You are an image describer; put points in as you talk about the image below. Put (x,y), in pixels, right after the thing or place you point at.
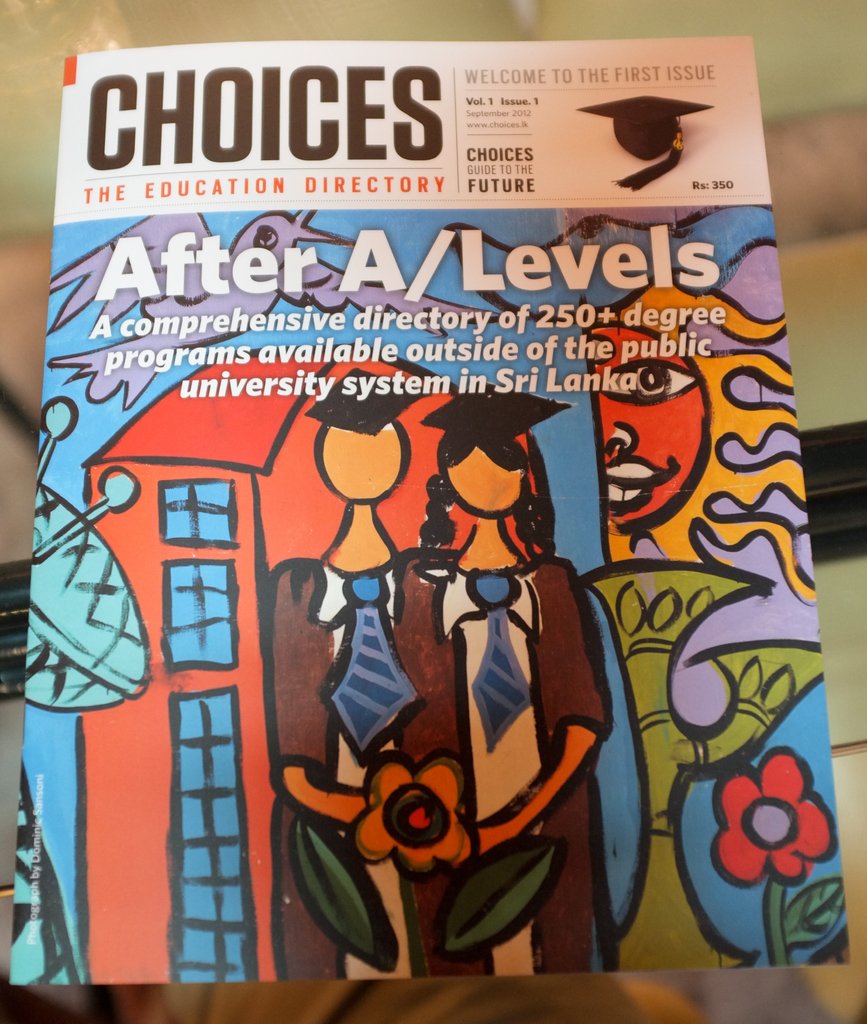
This image contains a poster (575,639) having few painting (370,738) and some text (397,286) on it. There is picture (518,648) of two persons (549,689), sun (657,481) and flower painting (753,793) are on it.
